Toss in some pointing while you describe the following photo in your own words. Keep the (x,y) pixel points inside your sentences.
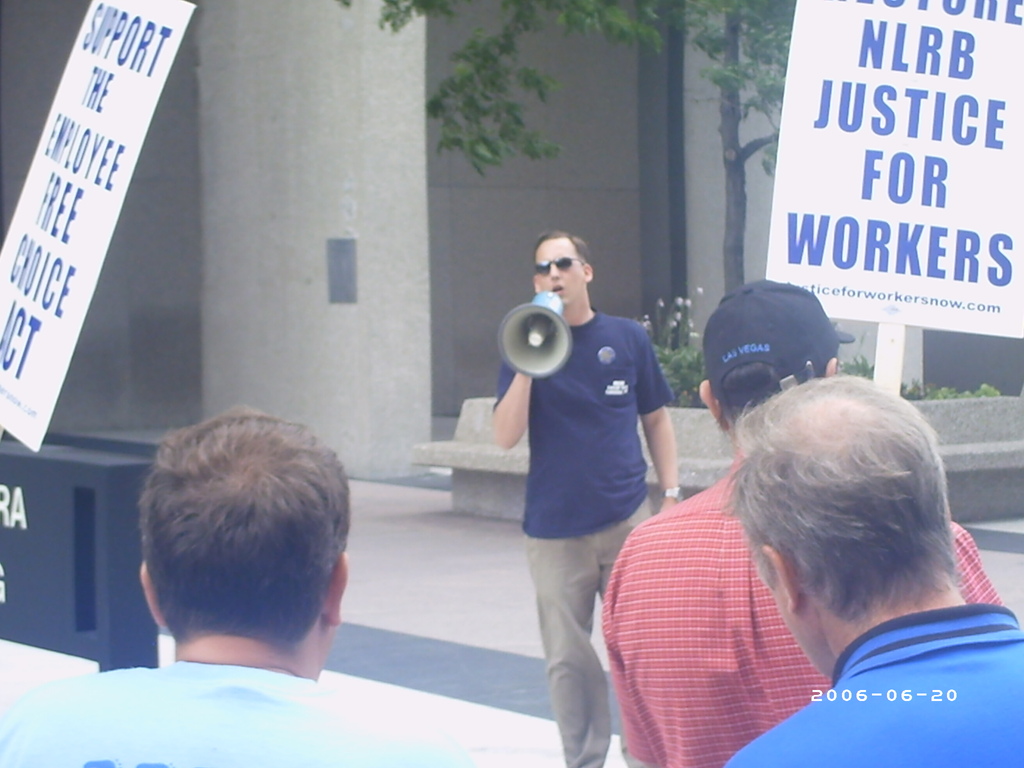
There are three persons (660,555). One person (679,578) is wearing cap (769,338). In the back (611,417) there is a person (611,428) wearing watch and goggles (565,261) is holding a megaphone (516,356). There are placards (820,143). In the back (342,66) there is a building (302,101), tree (502,36) and plants (679,326). In the right bottom corner (889,692) there is a watermark (863,698).
